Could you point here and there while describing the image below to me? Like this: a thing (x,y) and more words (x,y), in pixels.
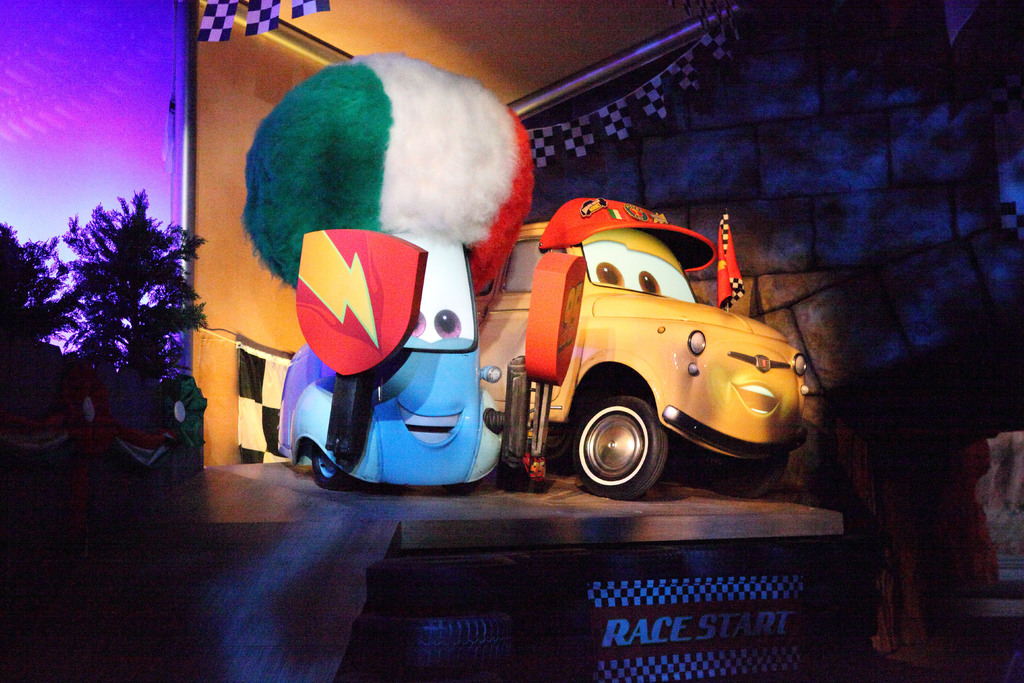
In the middle of the picture (593,422) I can see toy cars (552,386) on the wooden floor (628,516) and there are trees (172,348) on the left (111,347). And there is a wall (767,189) in the background (770,185).
